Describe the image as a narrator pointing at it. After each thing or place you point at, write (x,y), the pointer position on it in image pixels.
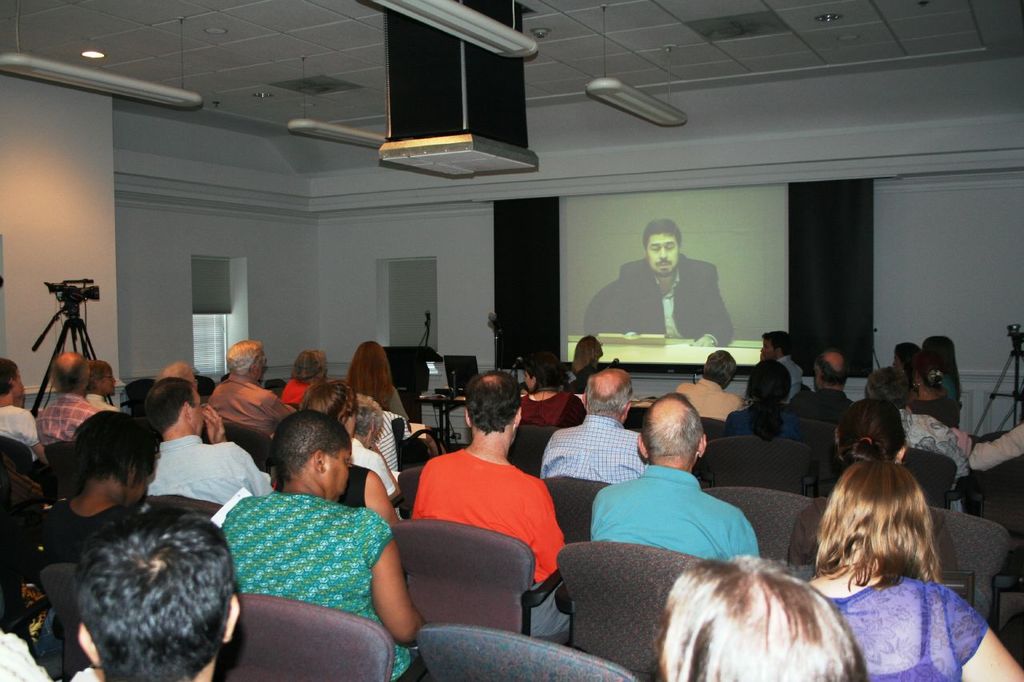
This picture describes about group of people (509,483), they are all seated on the chairs (404,549), in front of them we can see few cameras (1022,331), a projector screen (590,323) and lights (635,101).
